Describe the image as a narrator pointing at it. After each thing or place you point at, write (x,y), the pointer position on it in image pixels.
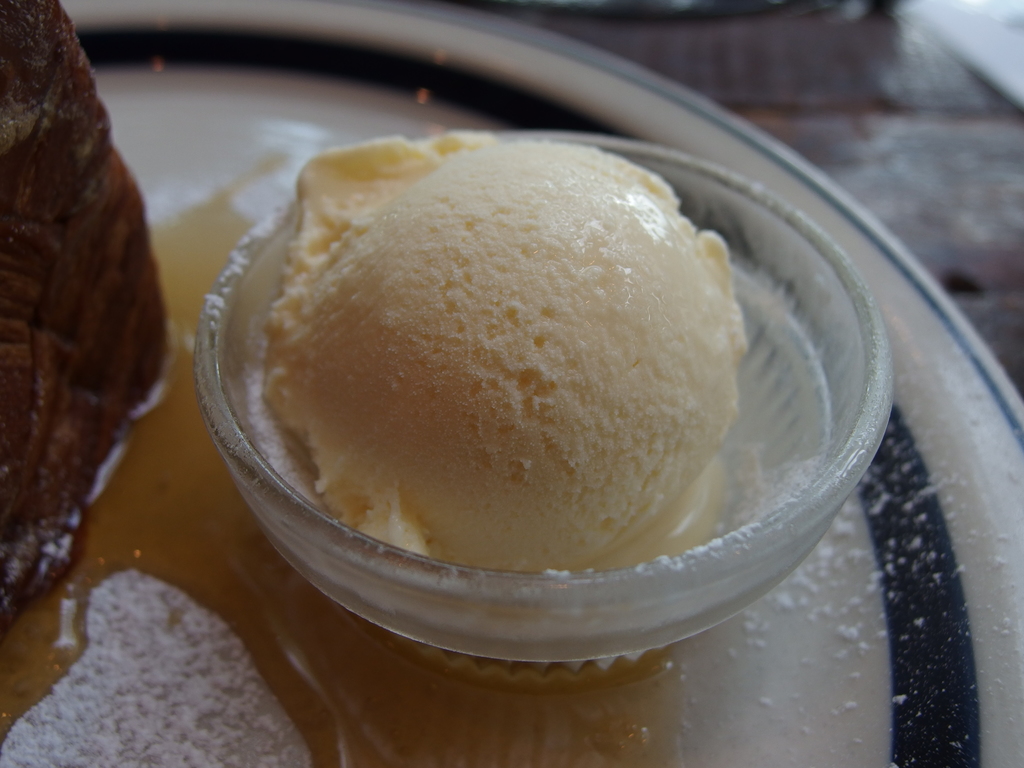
In this image we can see an ice cream (659,350) in the bowl (875,337) and a food item (66,166), powder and other objects (206,454) in the plate (972,580). In the background of the image (959,239) there is a wooden texture (961,129).
